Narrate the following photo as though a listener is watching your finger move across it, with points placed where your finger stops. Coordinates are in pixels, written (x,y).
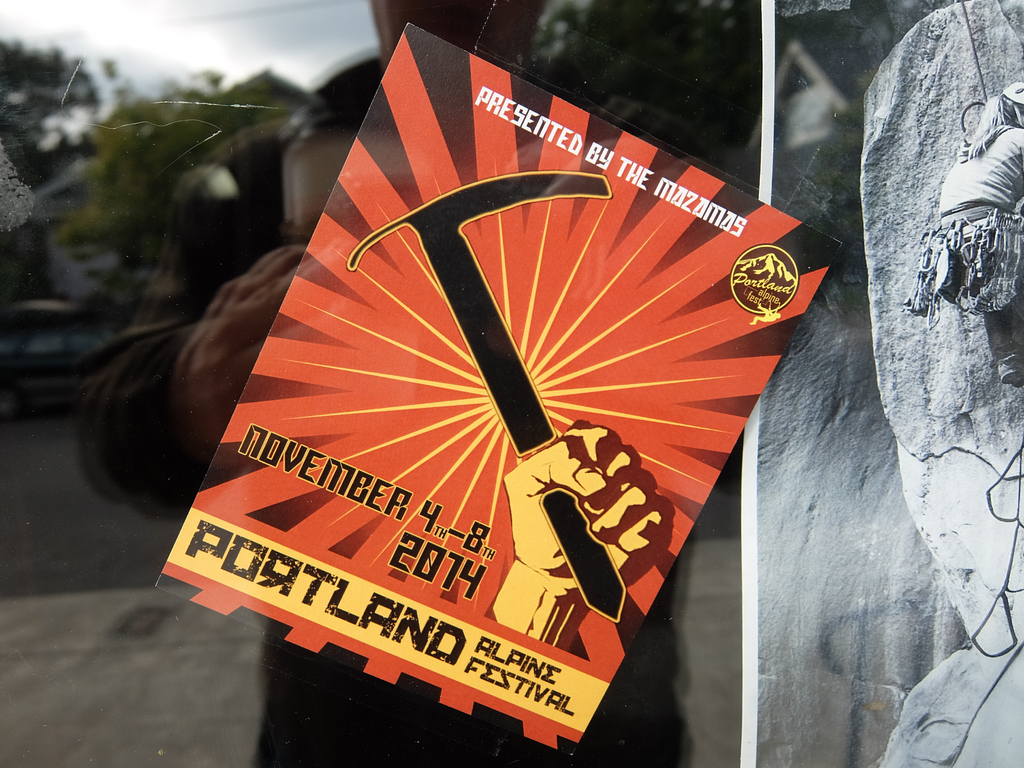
In this image we can see a poster (429,501) with some text (430,577) and image (440,468), on the right side of the image (941,310) we can see a woman (961,182) climbing the mountains (954,36), in the background (147,141) we can see trees (129,168) and a house (69,266), also we can see the sky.
